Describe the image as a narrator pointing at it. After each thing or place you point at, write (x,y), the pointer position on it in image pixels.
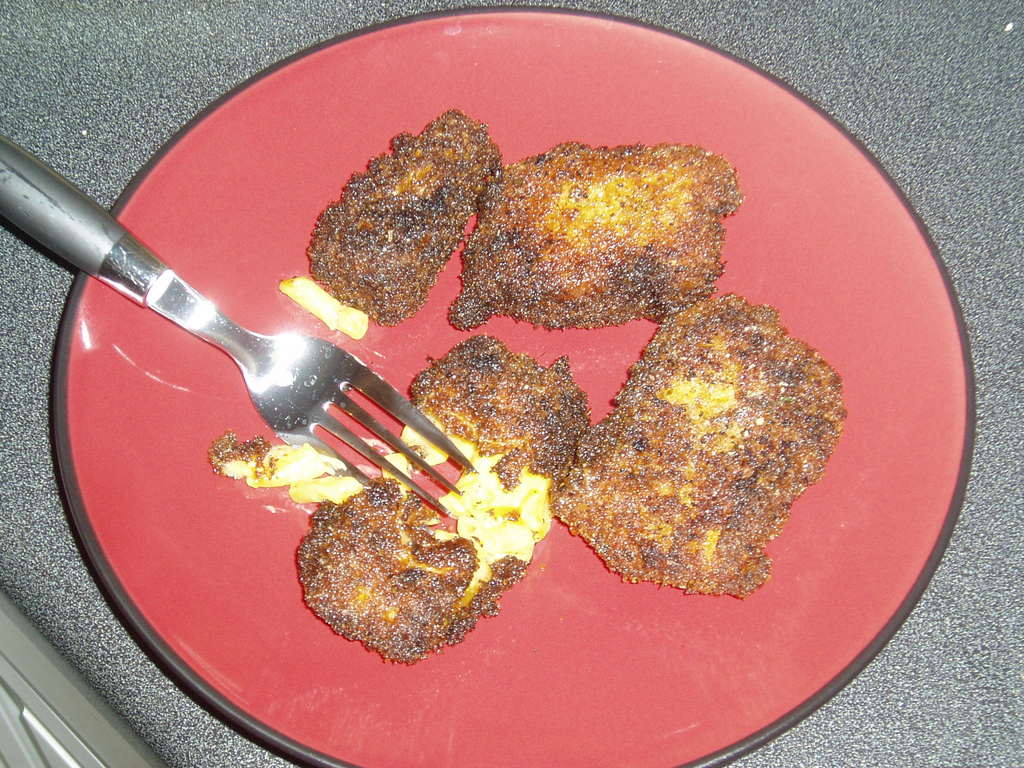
In the center of the image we can see one table (1014,209). On the table (977,293), we can see one plate (955,372). In the plate (920,486), we can see one fork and some food items (635,431).
